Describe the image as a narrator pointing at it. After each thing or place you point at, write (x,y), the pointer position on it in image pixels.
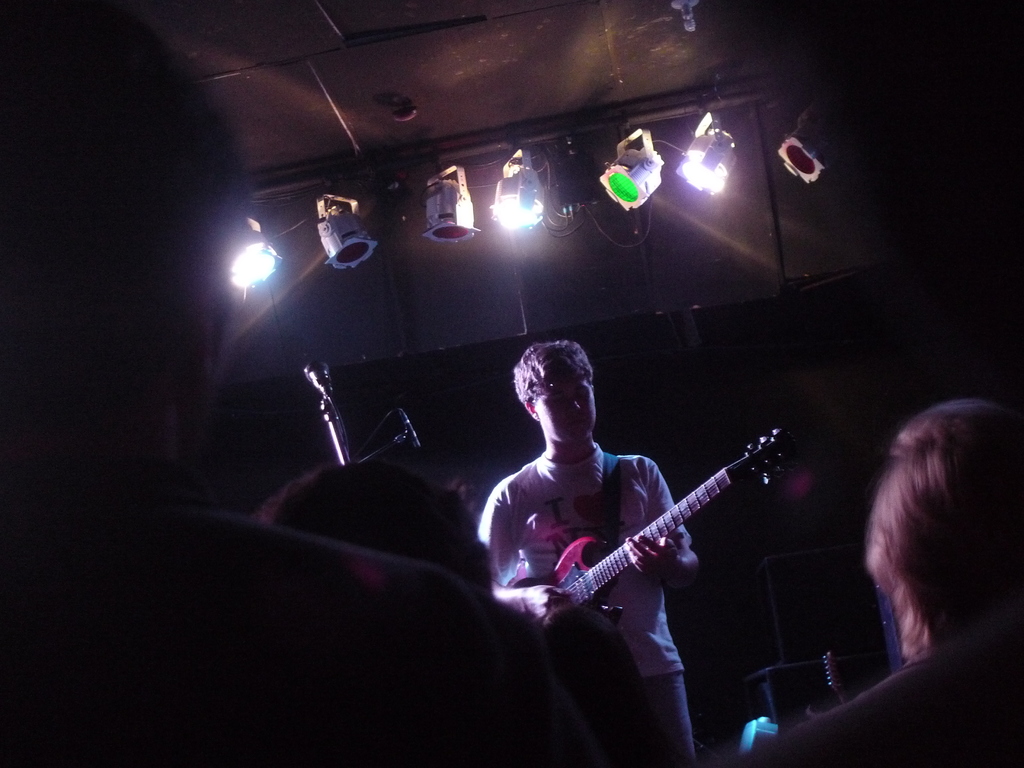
In the image we can see there are people (424,637) who are gathered and they are looking at a person (557,431) who is standing in front, he is holding a guitar (579,552) in his hand (639,536) and above him there are lightings (524,217) which are of green, white and red colour and beside the person (542,469) there is a mike (325,373) with a stand (343,439).
